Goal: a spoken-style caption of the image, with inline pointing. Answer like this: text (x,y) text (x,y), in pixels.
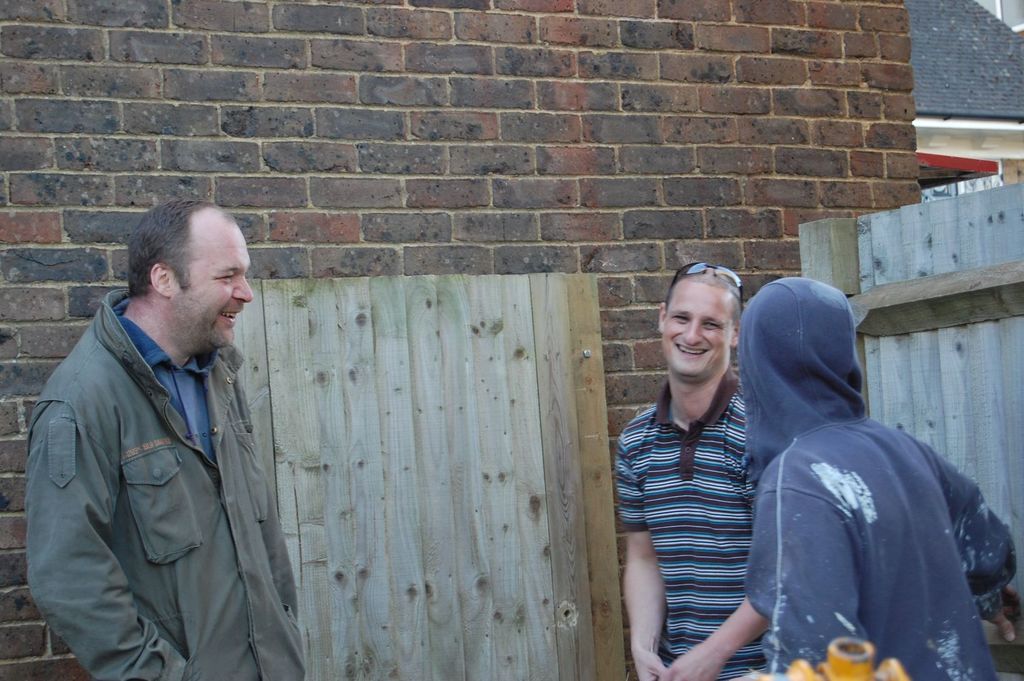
In the background (478,63) we can see the wall (75,129), roof top (962,27) and wooden objects (528,344). In this picture we can see the people (707,360) are smiling. We can see goggles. On the right side of the picture (908,592) we can see a person (901,561) wearing a hoodie (891,553) and we can see an object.
